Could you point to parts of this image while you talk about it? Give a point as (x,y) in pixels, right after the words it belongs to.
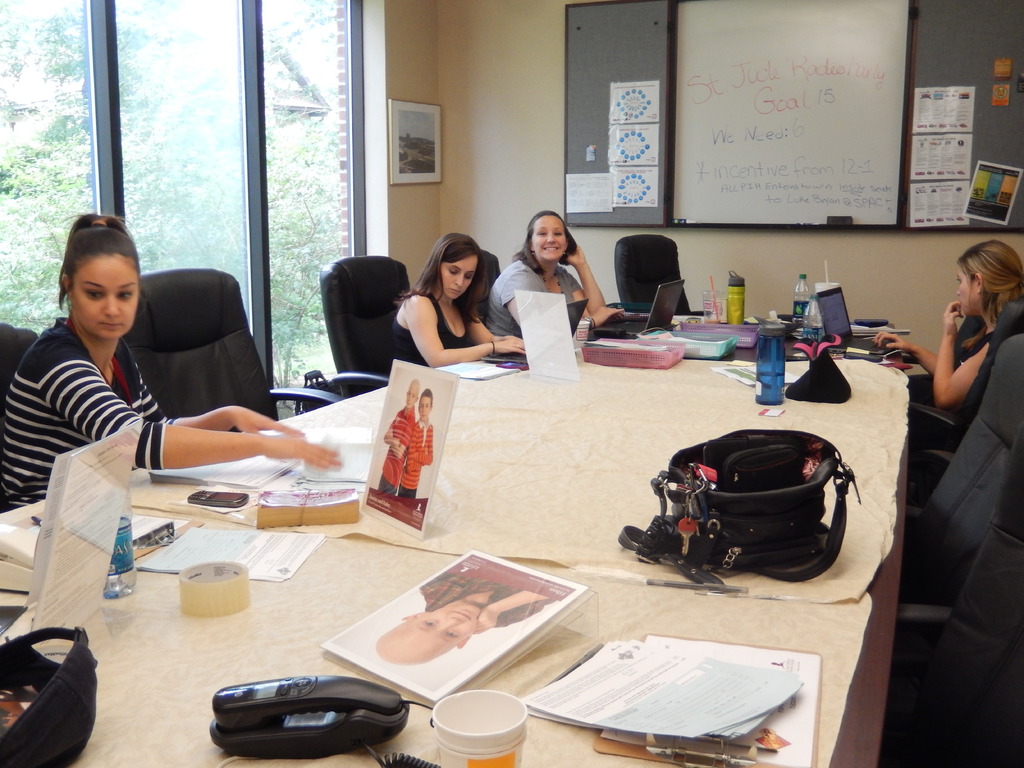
The image inside the room (674,592). In the image group of people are sitting on chair (1021,323) in front of a table (833,420), on table (854,417) we can see a cloth (866,404), bottle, board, paper (292,555), land mobile (298,705). On left side (172,179) there is a glass door (104,95) which is closed in background (861,135) there is a white color board (691,62) and a wall (526,88) which is in cream color and a photo frame (413,138) attached to a cream color wall (455,214).
